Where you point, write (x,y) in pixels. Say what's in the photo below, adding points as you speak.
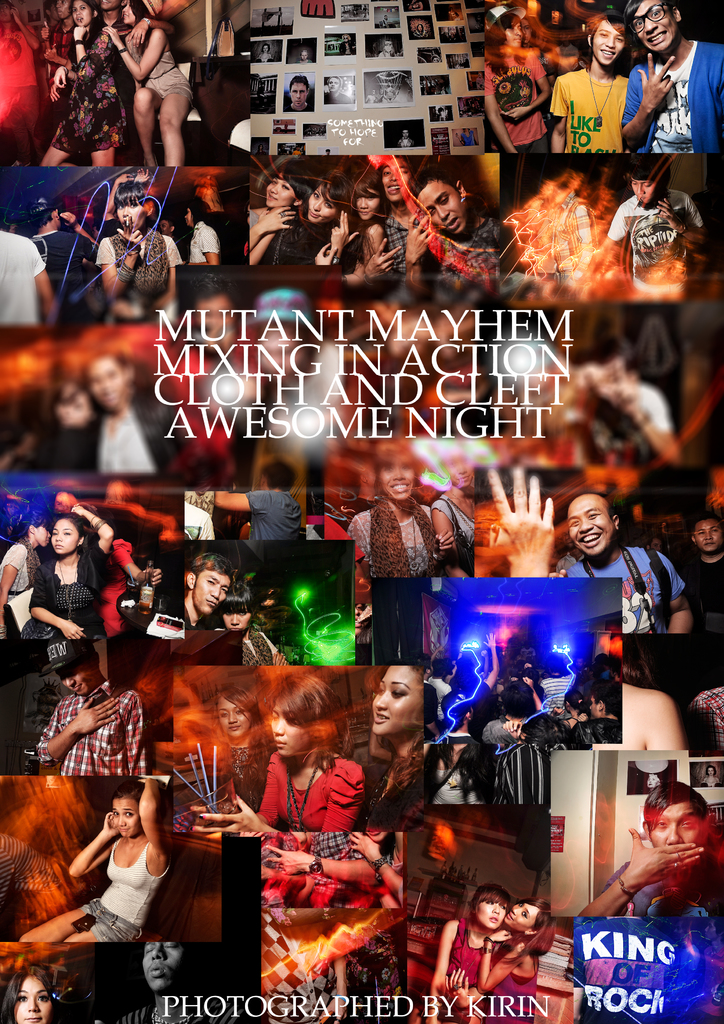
In this image we can see a collage photos in which different people (146,143) are sitting and standing in different styles.
